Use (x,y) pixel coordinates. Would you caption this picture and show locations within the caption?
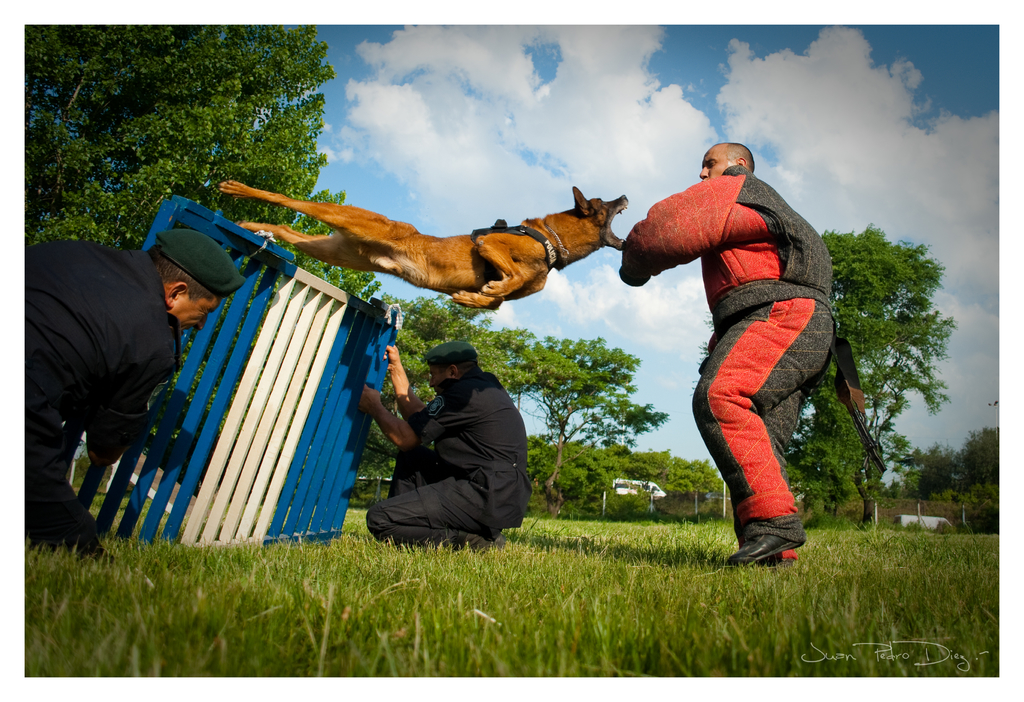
In the image we can see there is a dog (450,248) jumping on the person (696,228) and the person (773,249) is wearing padded bite suit (770,366). There are other people (131,435) sitting on the ground (684,555) and they are holding a wooden barricade (362,386). The ground (432,608) is covered with grass (517,550) and behind there are trees (898,347). There is a vehicle (628,494) parked on the ground (599,563).
